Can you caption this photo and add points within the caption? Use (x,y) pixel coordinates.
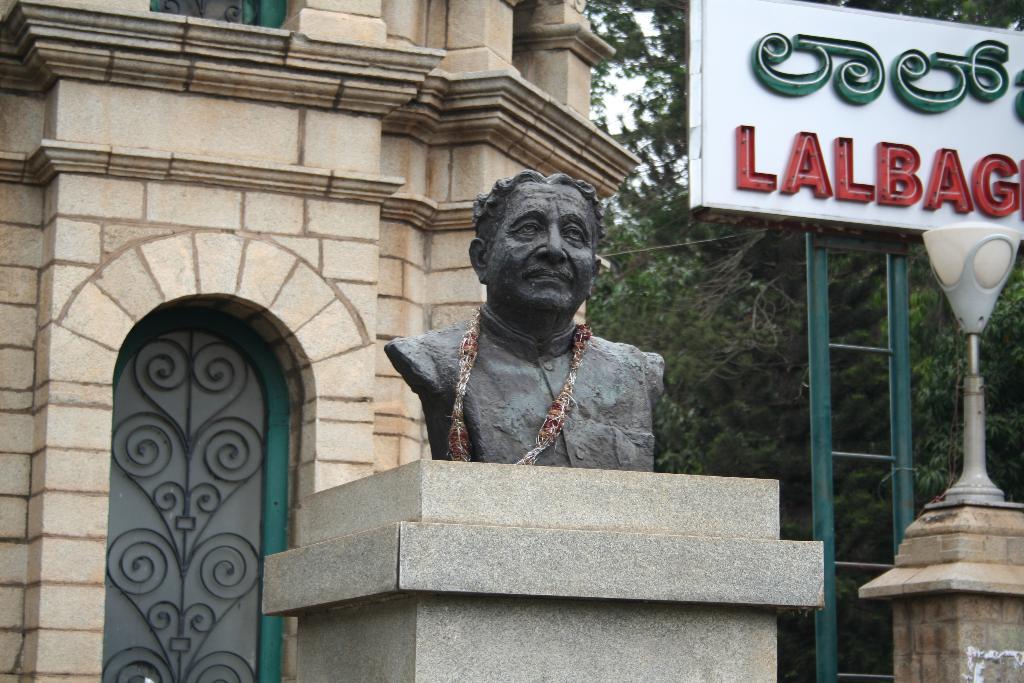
In this picture I can see a building (221,156) and few trees (727,298) and I can see a board (780,139) with some text (895,81) and a pole light (961,322) and I can see a statue (521,374) of a man (547,414).
